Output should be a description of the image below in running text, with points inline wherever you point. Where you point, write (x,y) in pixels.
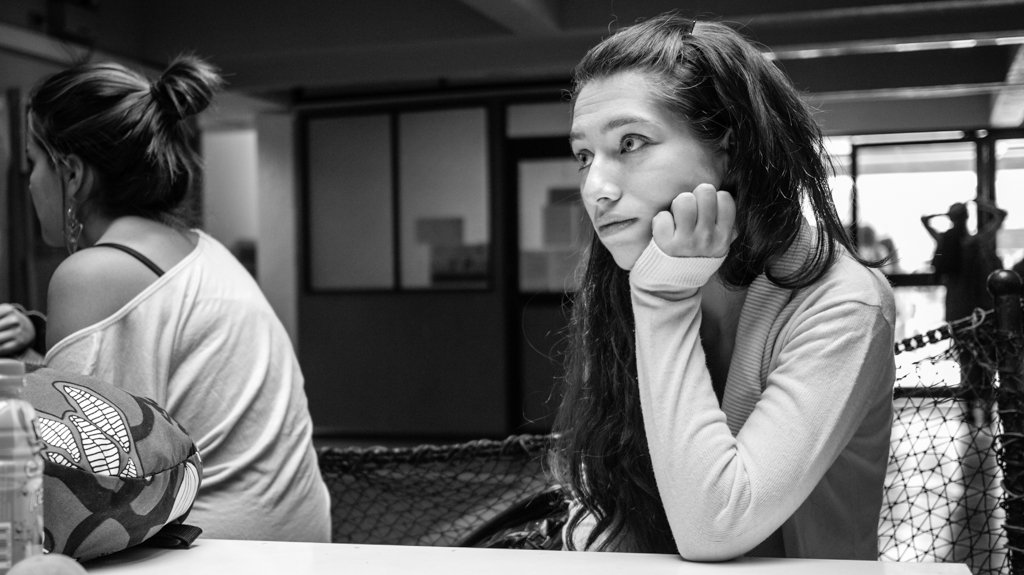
In this image there are two women (615,313) sitting, there is a table (421,559) towards the bottom of the image (421,559), there are objects (94,481) on the table (129,570), there is a net (480,457) behind the woman (812,428), there is a person (982,273) standing on the floor (967,445), there is a glass wall (366,144), there is a door (510,244), there is a paper (444,228) on the wall (466,221), there is roof (545,41) towards the top of the image (591,38).
